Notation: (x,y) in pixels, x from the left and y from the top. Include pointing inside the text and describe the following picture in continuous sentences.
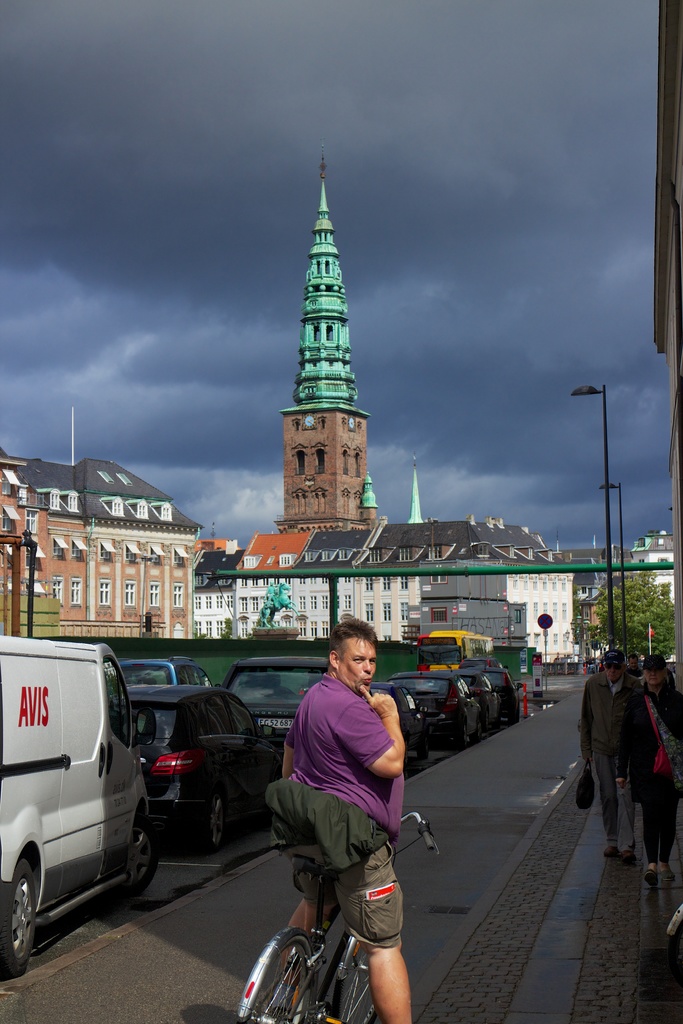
In this image I can see a man (291,773) with his cycle (315,1018). I can see few more people (672,685) over here. In the background (472,612) I can see number of cars (227,707), buildings (68,550), street lights (611,618), a tree (638,582) and cloudy sky (462,383).
